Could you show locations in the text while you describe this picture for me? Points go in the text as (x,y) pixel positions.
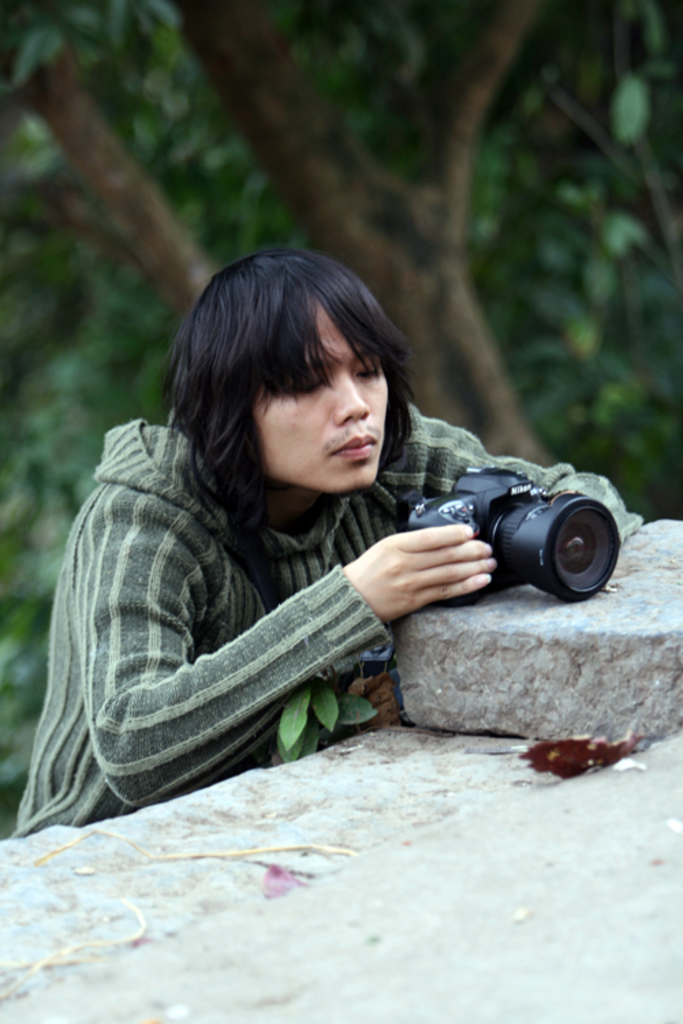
There is a man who is holding a camera (531,534) with his hand (453,556). This is stone (559,659). On the background (430,268) there is a tree (516,190).
